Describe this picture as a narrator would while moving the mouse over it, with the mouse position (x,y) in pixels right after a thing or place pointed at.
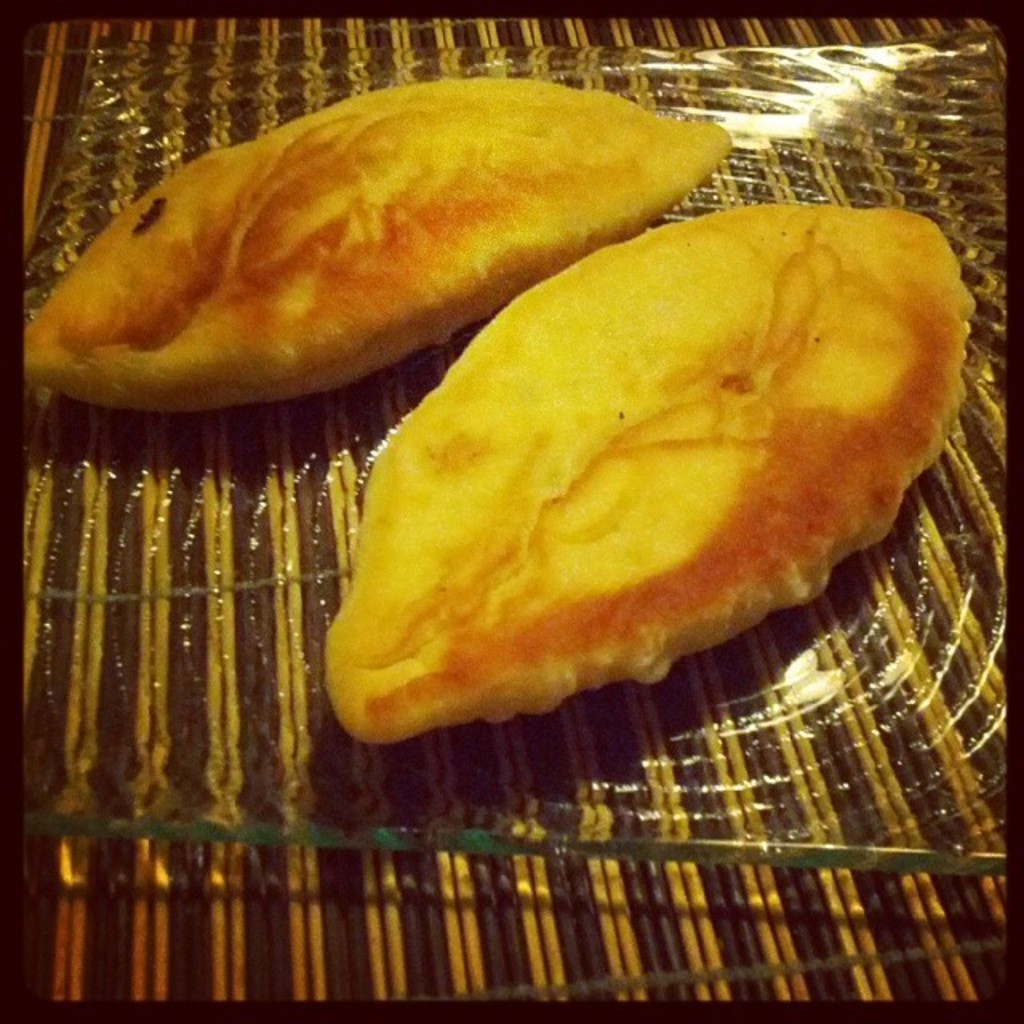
In this image we can see the food items (539,222) placed on the mat (702,714) and the image has borders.
